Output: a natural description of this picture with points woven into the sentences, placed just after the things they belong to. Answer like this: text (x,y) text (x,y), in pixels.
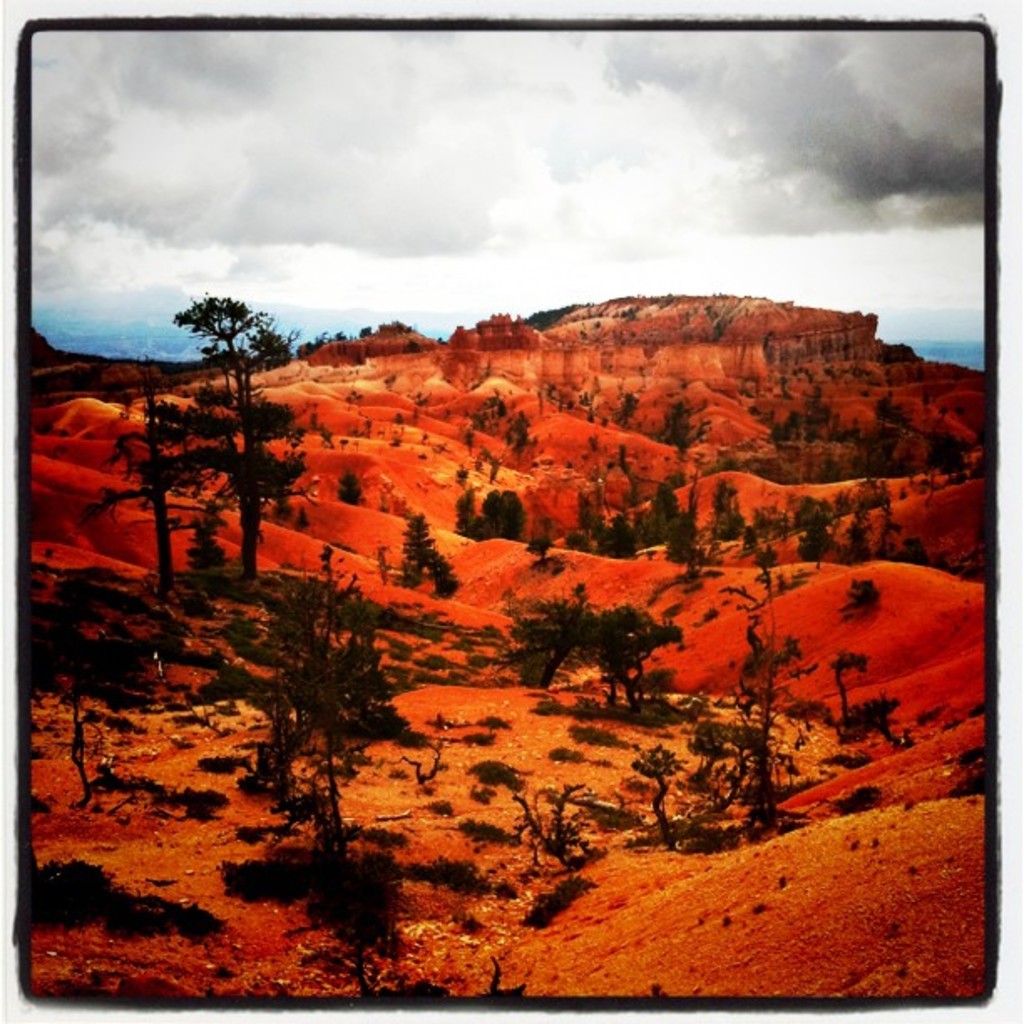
In this image I can see trees (665,778), sand (831,781). Background (473,117) I can see sky (775,292) in gray, white and blue color.
